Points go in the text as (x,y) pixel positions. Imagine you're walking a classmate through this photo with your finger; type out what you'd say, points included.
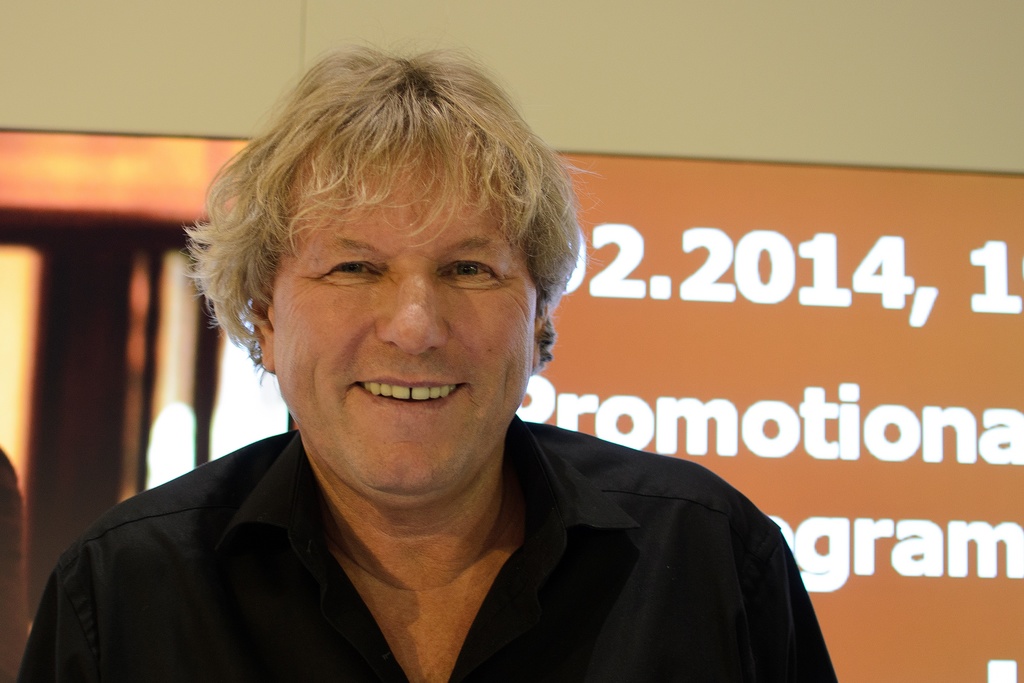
In this image, we can see a person (371,525) in black shirt (584,641) is looking and smiling. Background (166,11) there is a wall (43,89) and some text (830,301).
